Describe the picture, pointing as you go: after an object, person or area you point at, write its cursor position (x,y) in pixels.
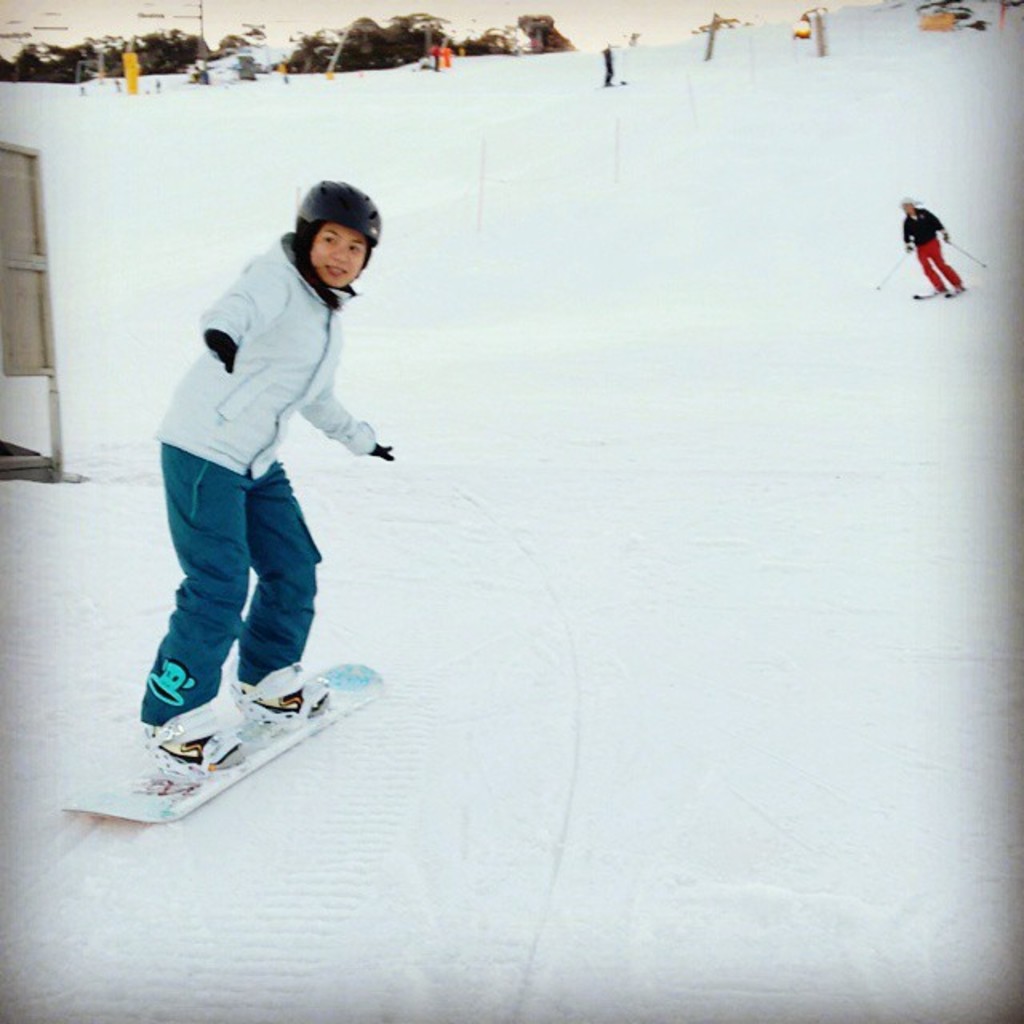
In this image there are few people (261,368) skiing in the snow (377,256), there are few trees (157,69), poles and a stand (19,188).
